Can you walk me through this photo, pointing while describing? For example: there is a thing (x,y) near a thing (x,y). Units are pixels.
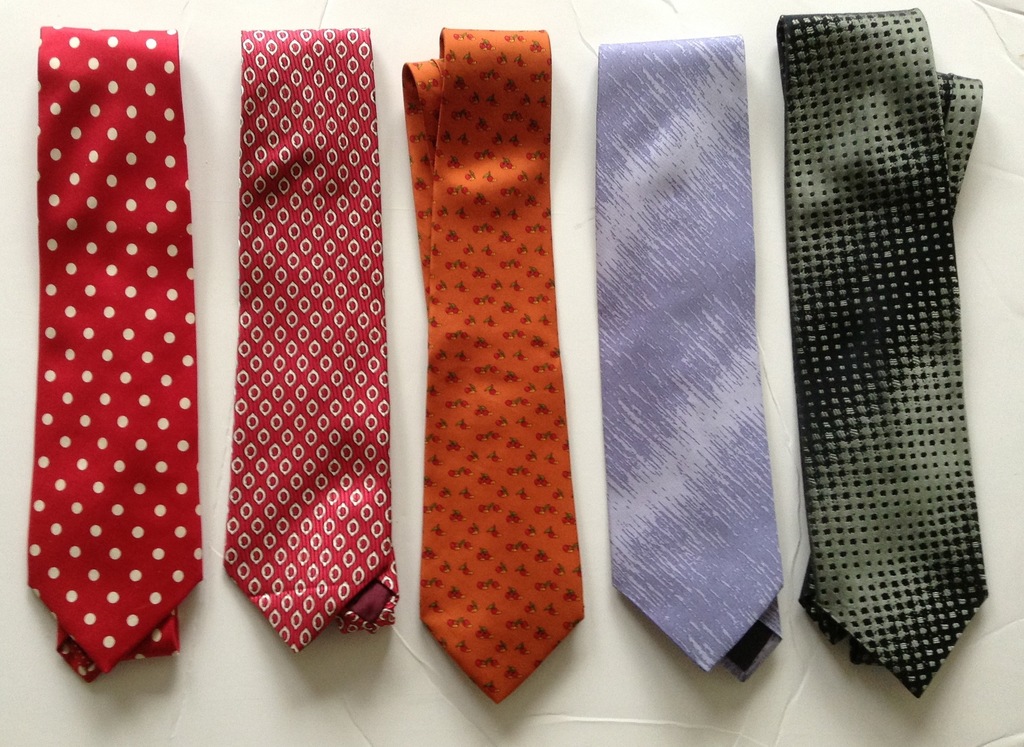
In this image I can see five different ties (386,388) are placed on a white surface (464,719).
